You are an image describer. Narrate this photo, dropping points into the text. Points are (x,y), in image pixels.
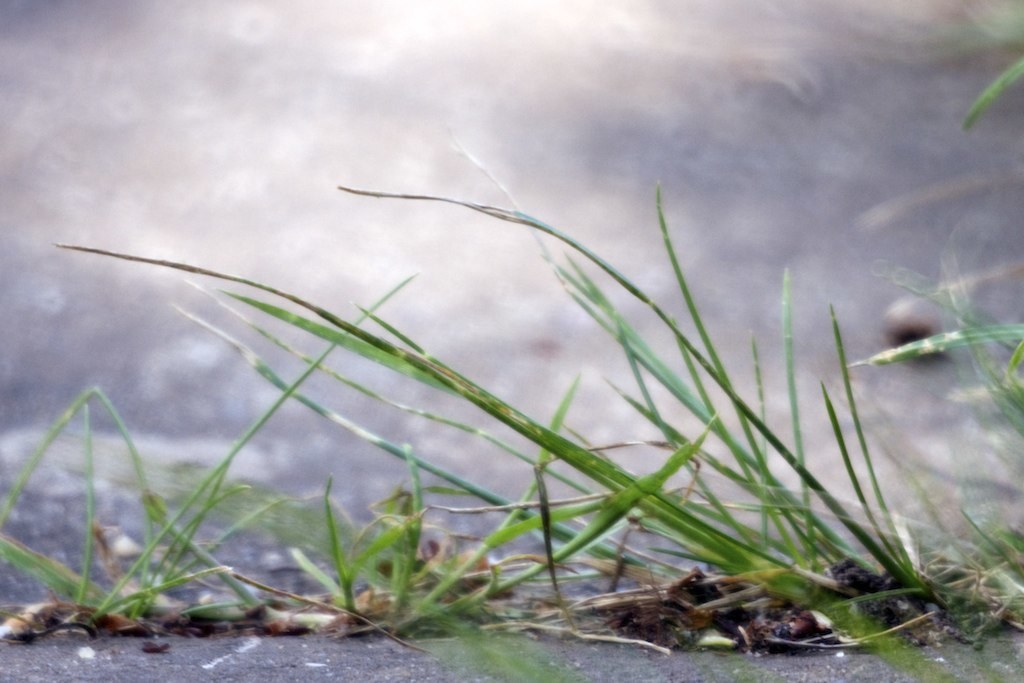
Here in this picture we can see grass (659,447) present on the ground (537,398) over there.
